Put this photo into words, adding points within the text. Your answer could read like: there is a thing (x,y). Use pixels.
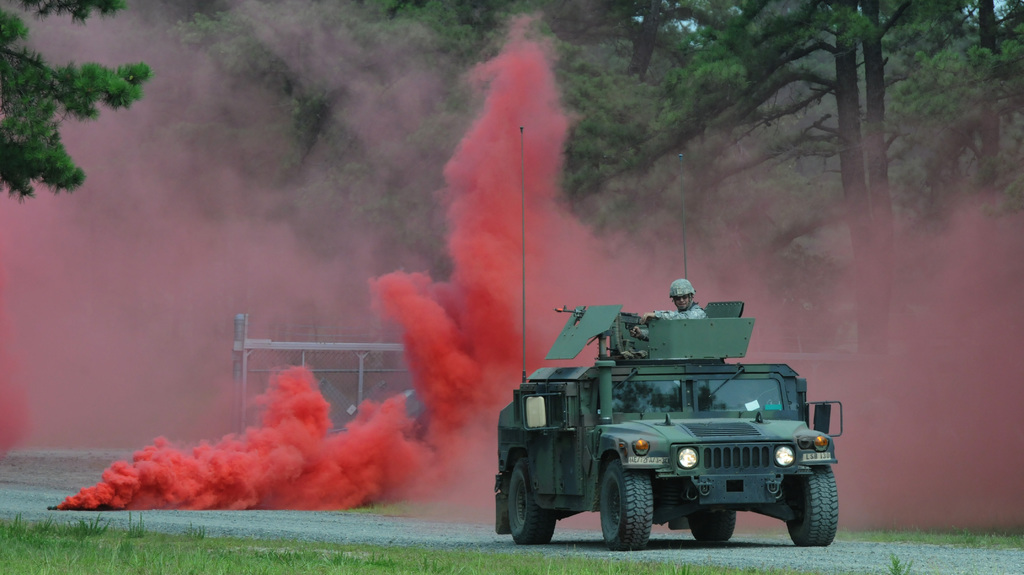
In the image we can see a vehicle (678,405) and in the vehicle (690,328) we can see a person (681,312) wearing army clothes (668,314) and a hat (676,285). Here we can see smoke (320,465) red in color. Here we can see the road (278,513), grass (164,563) and trees (582,99).
